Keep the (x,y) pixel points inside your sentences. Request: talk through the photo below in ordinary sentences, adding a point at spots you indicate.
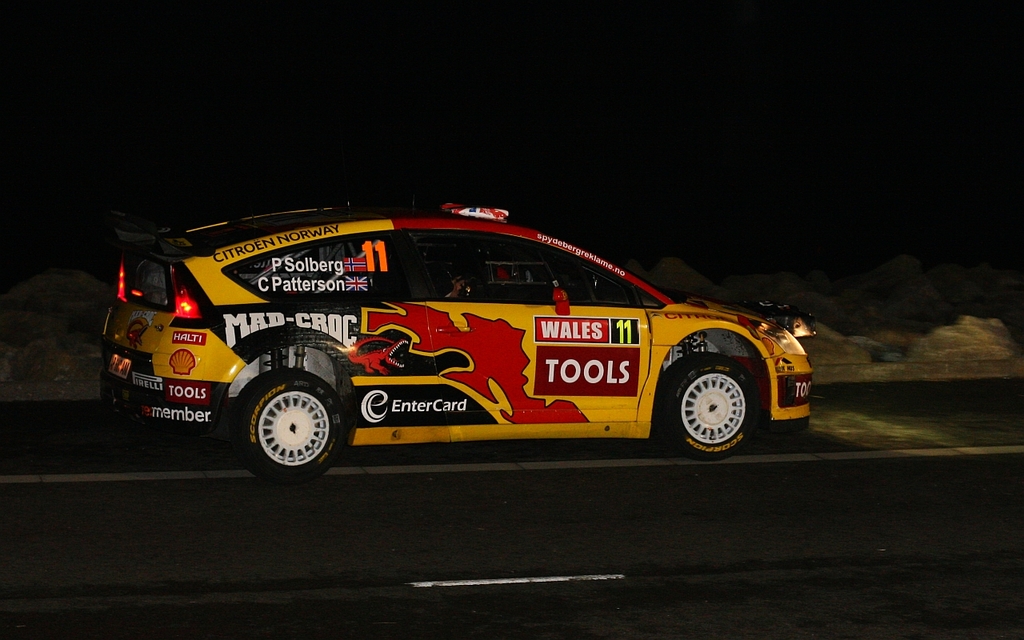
Here we can see vehicle (415,354) with wheels (343,433) on the road (403,519). Background (245,129) it is dark.
